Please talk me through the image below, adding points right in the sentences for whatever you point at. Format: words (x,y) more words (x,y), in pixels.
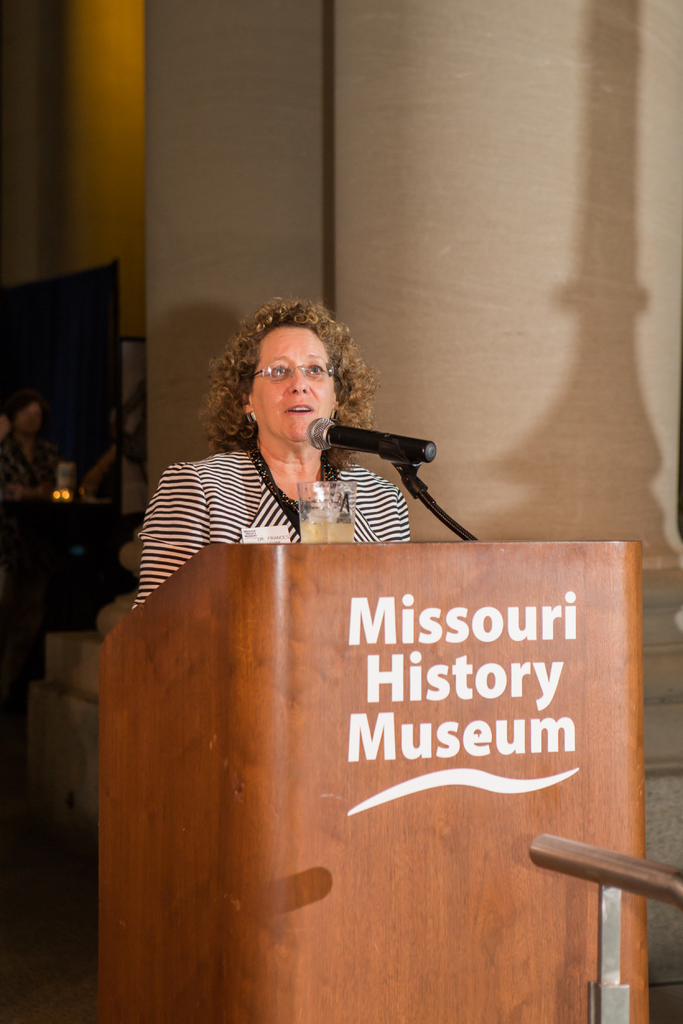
In-front of this woman (342,410) there is a podium (229,660). Above this podium (444,668) there is a mic (423,453) and glass (304,528). Background (457,264) there is a wall (367,151) and person (27,461).
